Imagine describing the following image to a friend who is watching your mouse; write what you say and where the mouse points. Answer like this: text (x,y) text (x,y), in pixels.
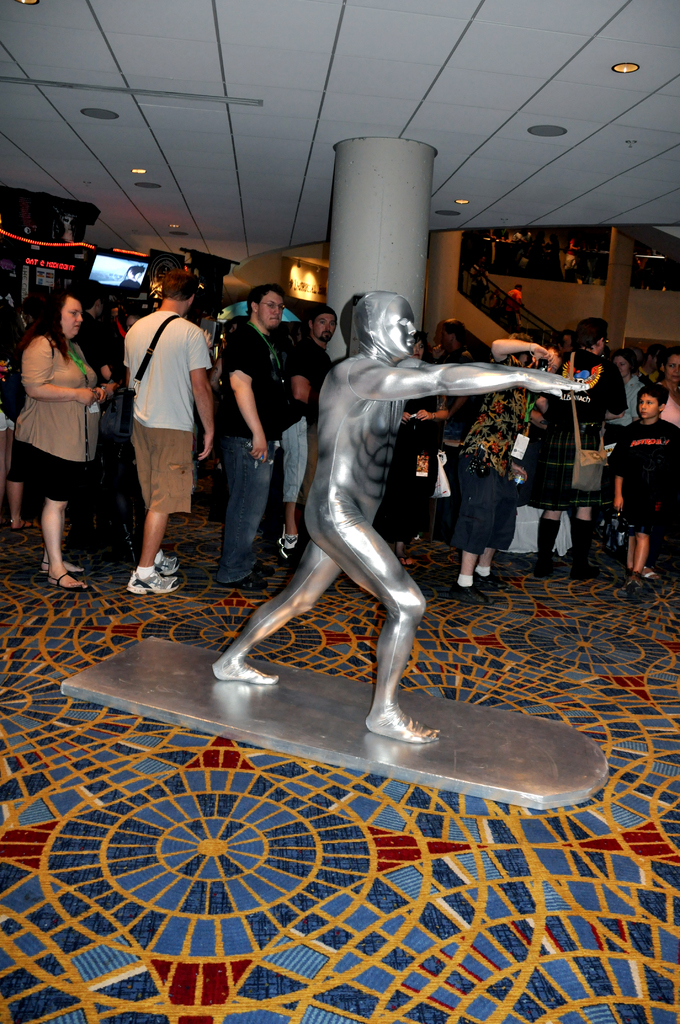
In the middle of the image (239,636) there is a statue (388,694). Behind the statue (408,694) few people (635,580) are standing and watching. At the top of the image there is roof (2,66) and lights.
